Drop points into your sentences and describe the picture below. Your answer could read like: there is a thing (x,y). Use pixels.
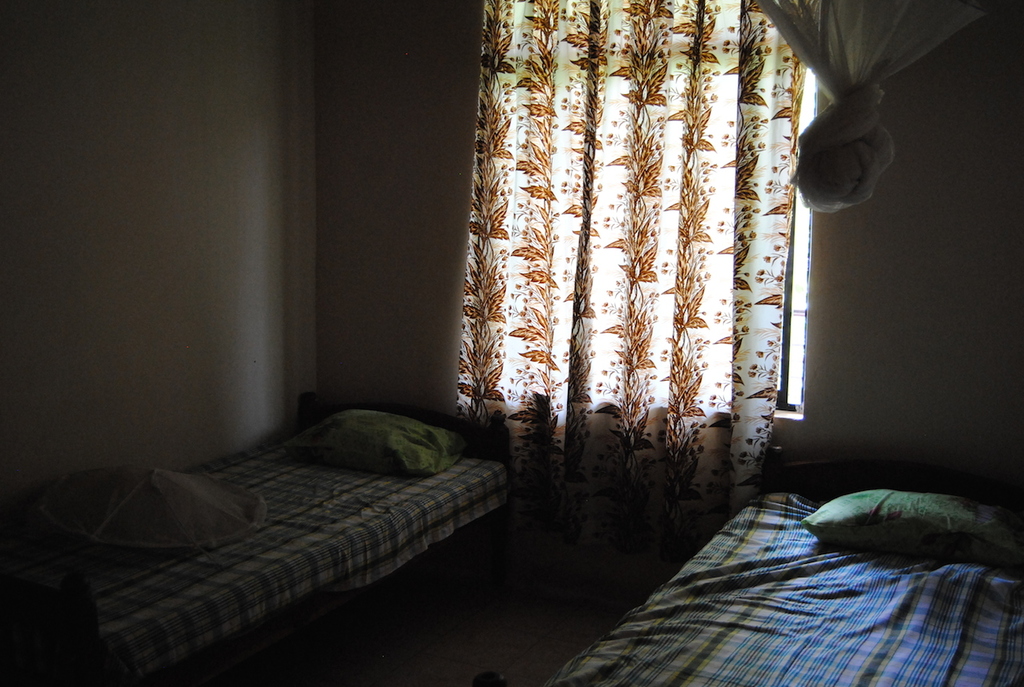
In this picture we can see there are two beds (380,525) on the floor (409,650) and on the beds (376,534) there are pillows (336,456) and behind the beds (334,473) there is a wall (889,393) with a curtain (484,382).
